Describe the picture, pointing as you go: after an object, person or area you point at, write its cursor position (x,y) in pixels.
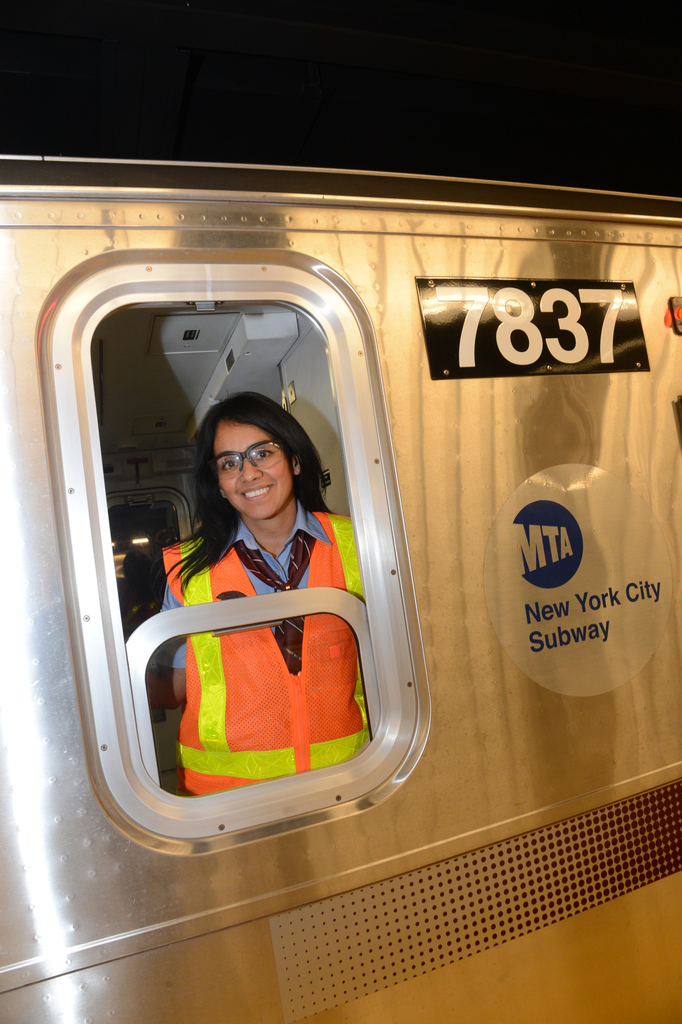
This picture shows a subway train (598,363) and we see a woman (245,497) from the window (240,504). She wore spectacles (265,450) on her face (269,486) and a coat (347,570).
